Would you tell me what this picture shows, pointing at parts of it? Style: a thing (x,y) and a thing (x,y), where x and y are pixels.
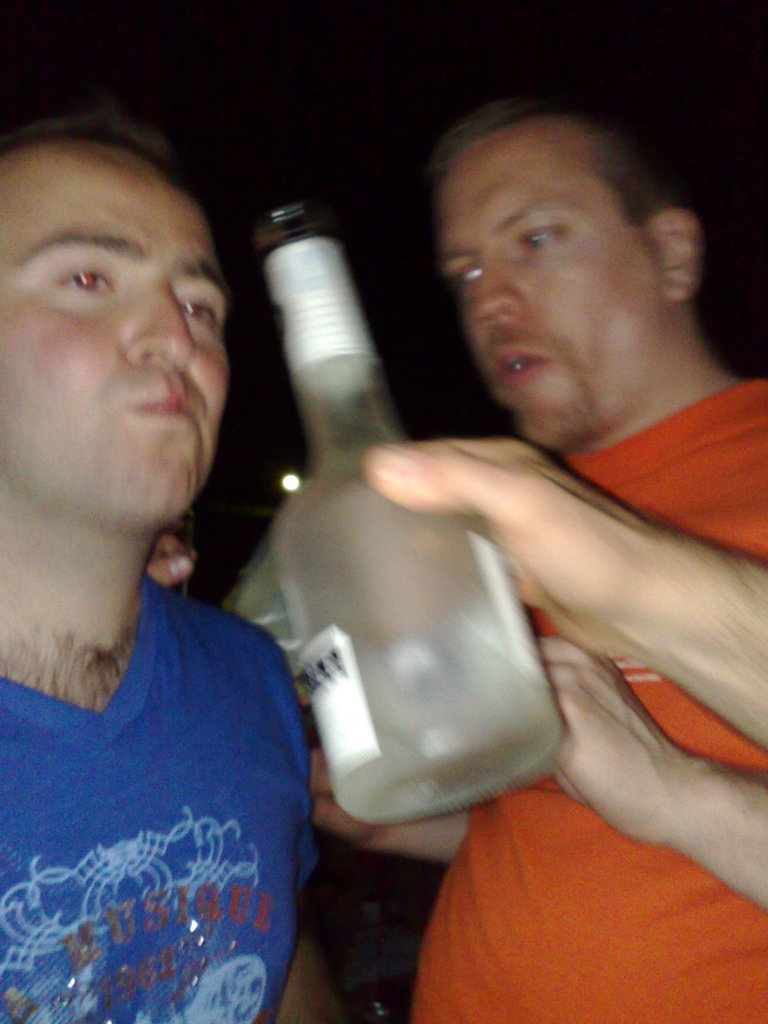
In the center of the picture (296,344) there is a bottle (280,256). On the right (686,427) a man (662,643) in orange dress (700,445) is standing. On the left (154,788) a man (64,833) in blue dress (154,768) is standing. Background (449,80) is dark.
